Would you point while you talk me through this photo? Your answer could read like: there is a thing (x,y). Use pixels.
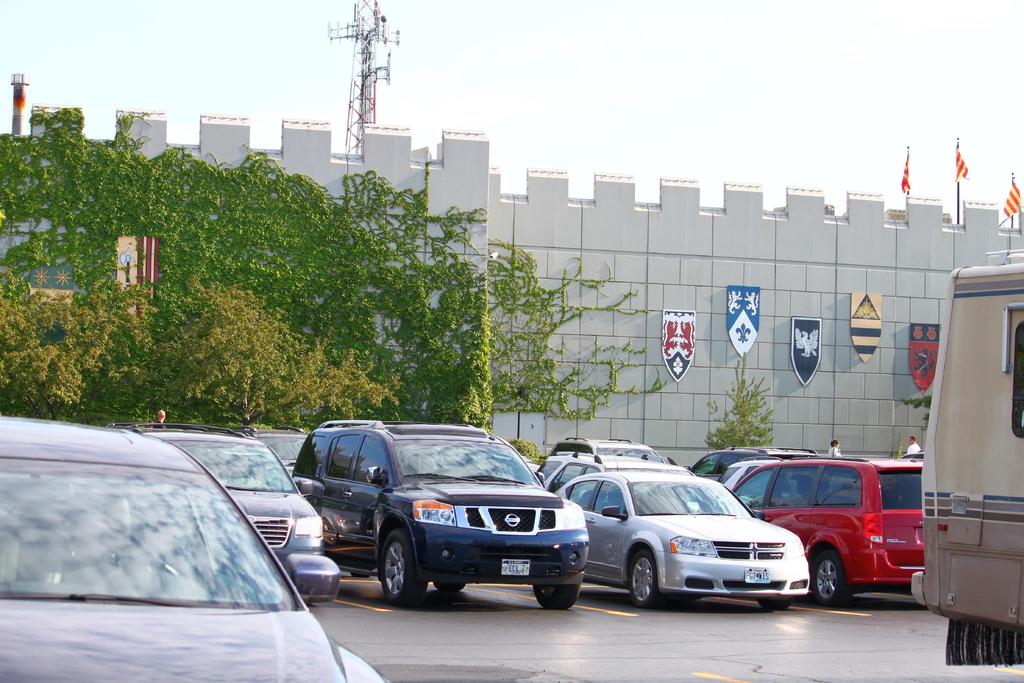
In this picture I can see there is a truck (1020,499) on to right (1002,339) and there are many other cars (722,570) parked here and there is a wall (588,372) in the backdrop (456,218) and there are few logo (742,342) on the wall (887,288), there is a tree (917,400) on to right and there are few flags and there is a tower (367,40) in the backdrop (392,61) and the sky (610,72) is clear.
